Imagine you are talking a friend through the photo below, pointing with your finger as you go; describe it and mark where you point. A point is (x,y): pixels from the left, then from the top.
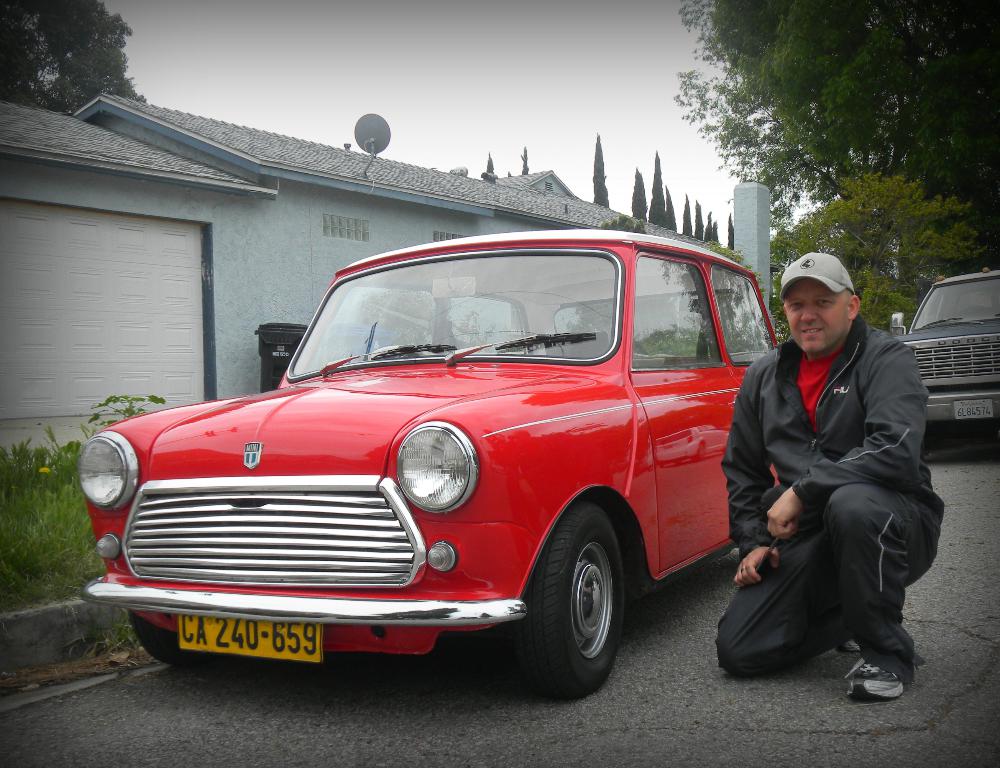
In this image I can see in the middle (487,332) there is a car (419,448) in red color. On the right side (823,418) a man (863,530) is there, he wore coat (863,347), cap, trouser (908,527). On the left side (324,223) there are houses (360,205), at the top (434,57) it is the sky (455,54). On the right side (922,168) there are trees (871,183) in this image.
